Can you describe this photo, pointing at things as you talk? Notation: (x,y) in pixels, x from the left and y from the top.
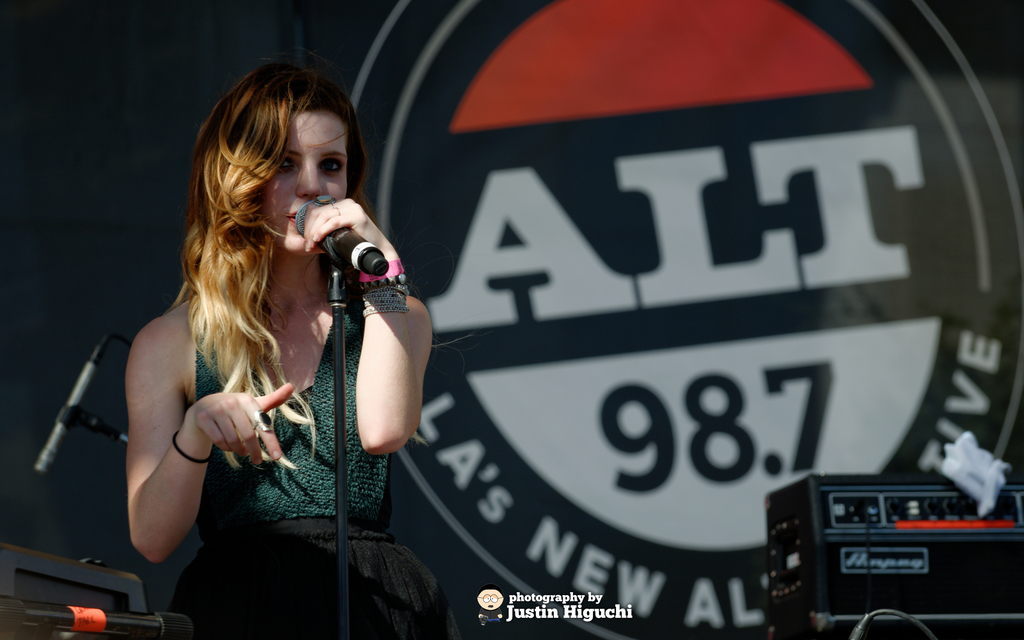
In this image we can see a woman (311,403) holding a mike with her hand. Here we can see few devices (817,607). At the bottom of the image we can see something is written on it. In the background (452,302) there is a banner (804,230).
